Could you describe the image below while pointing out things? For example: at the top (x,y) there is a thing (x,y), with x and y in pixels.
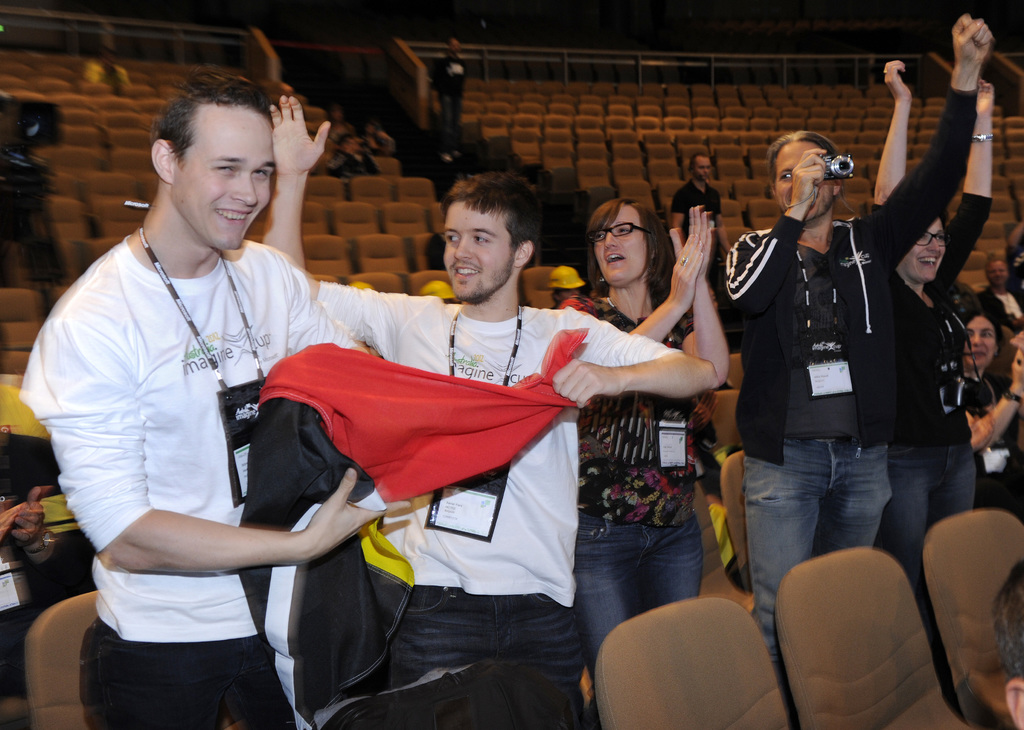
In this image we can see two men (556,428) and three women (617,428) are standing. In the background (358,173), we can see so many seats (524,112) and people (8,508). On the right side of the image (982,322), we can see people (990,378) are sitting on the seats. At the bottom of the image (743,685), we can see the seats (849,657). At the top of the image (533,48), we can see the railing (868,57).
